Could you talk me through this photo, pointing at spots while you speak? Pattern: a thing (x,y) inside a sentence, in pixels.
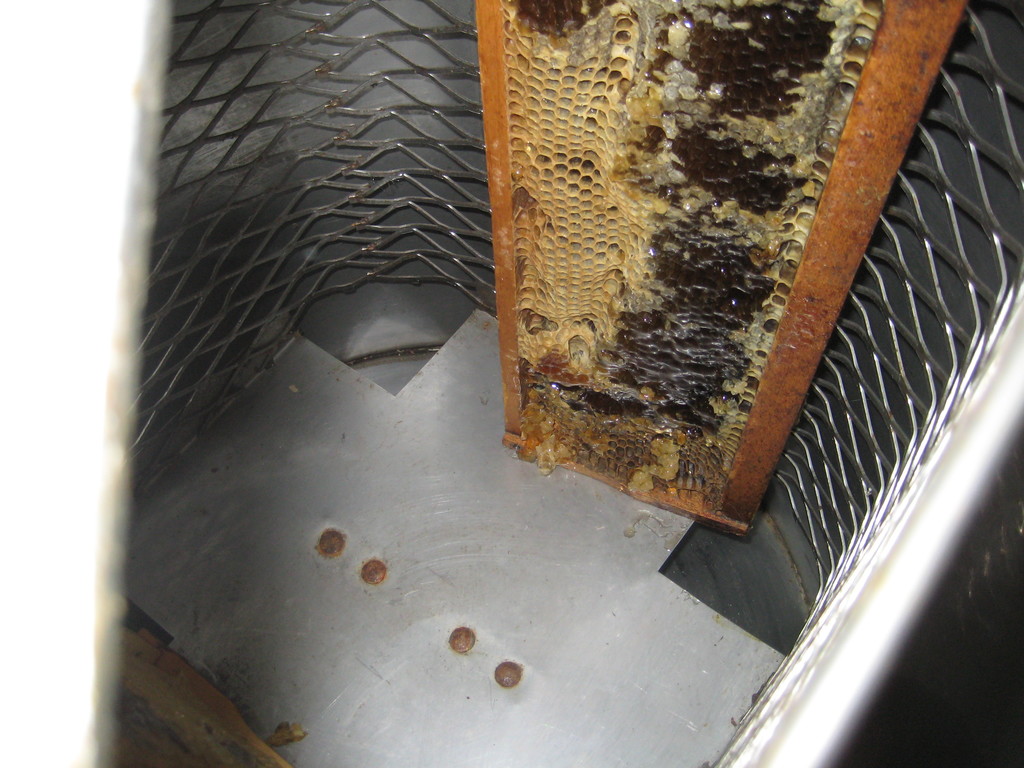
In this image we can see the honeycomb (639,154) placed on the steel surface (534,469) inside the metal fence (865,319).
